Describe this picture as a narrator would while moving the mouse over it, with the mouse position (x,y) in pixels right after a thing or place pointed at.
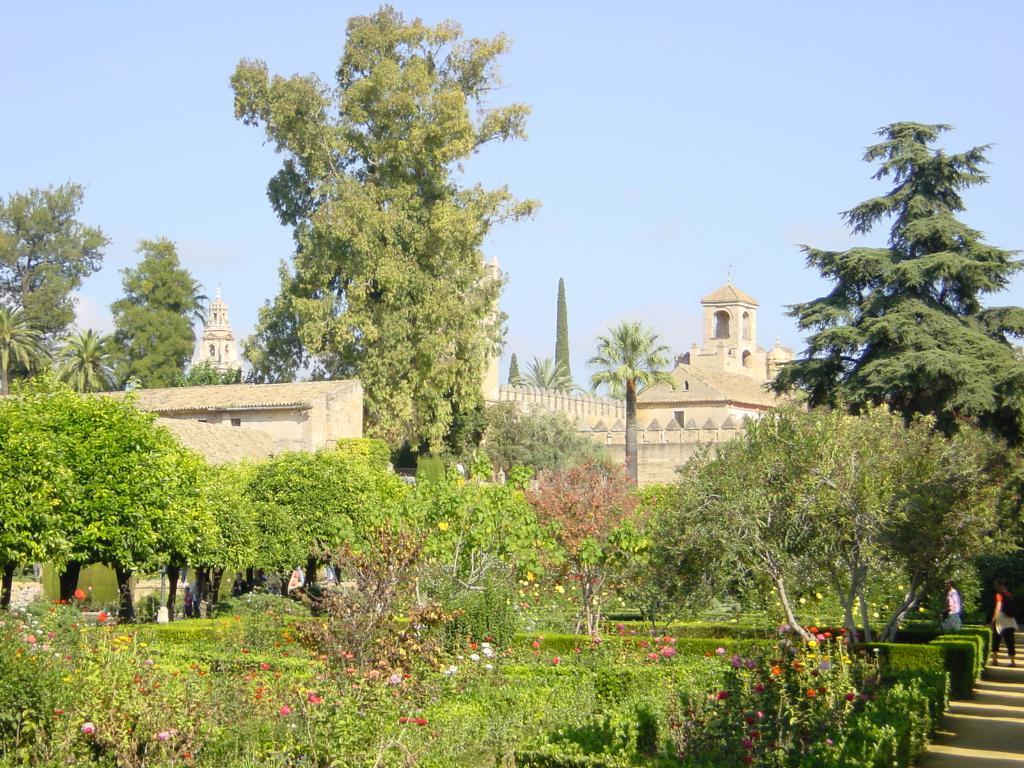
We can see plants (607,704), flowers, trees (537,562) and buildings (731,388). There are people (1011,614). In the background (795,237) we can see sky (795,237).
